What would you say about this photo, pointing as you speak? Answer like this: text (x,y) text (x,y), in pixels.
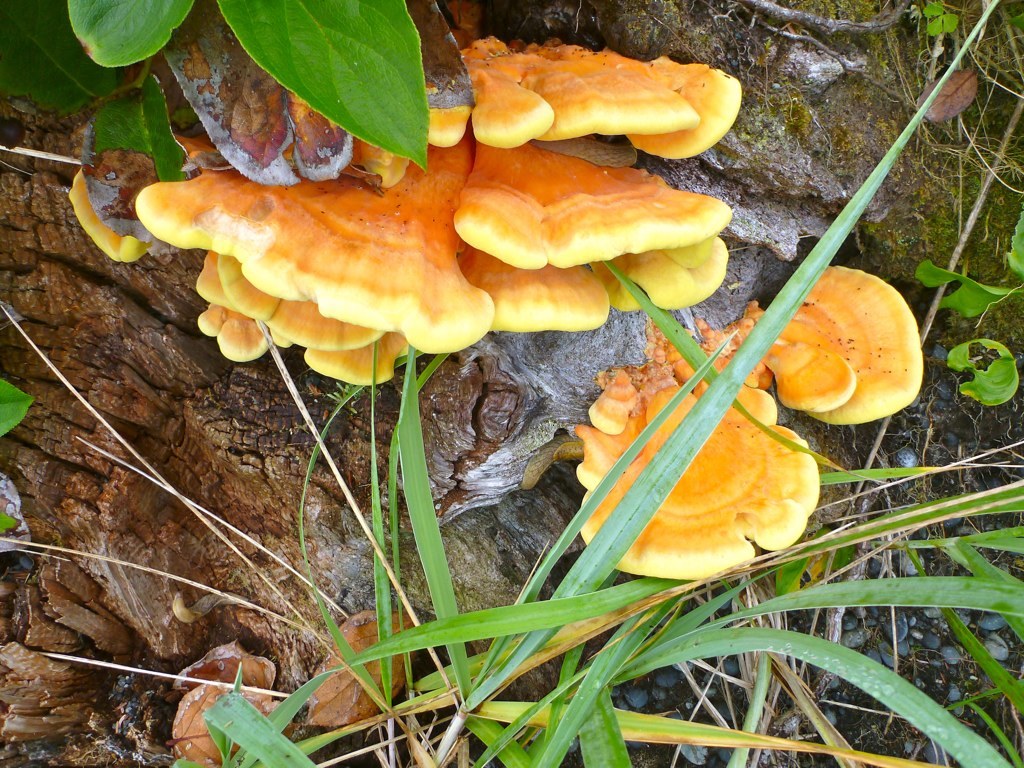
In this picture there is a tree (750,67) and there are plants (997,532) and there it looks mushroom (535,115). At the bottom (835,688) there are pebbles (842,682) and there is mud (878,725).
